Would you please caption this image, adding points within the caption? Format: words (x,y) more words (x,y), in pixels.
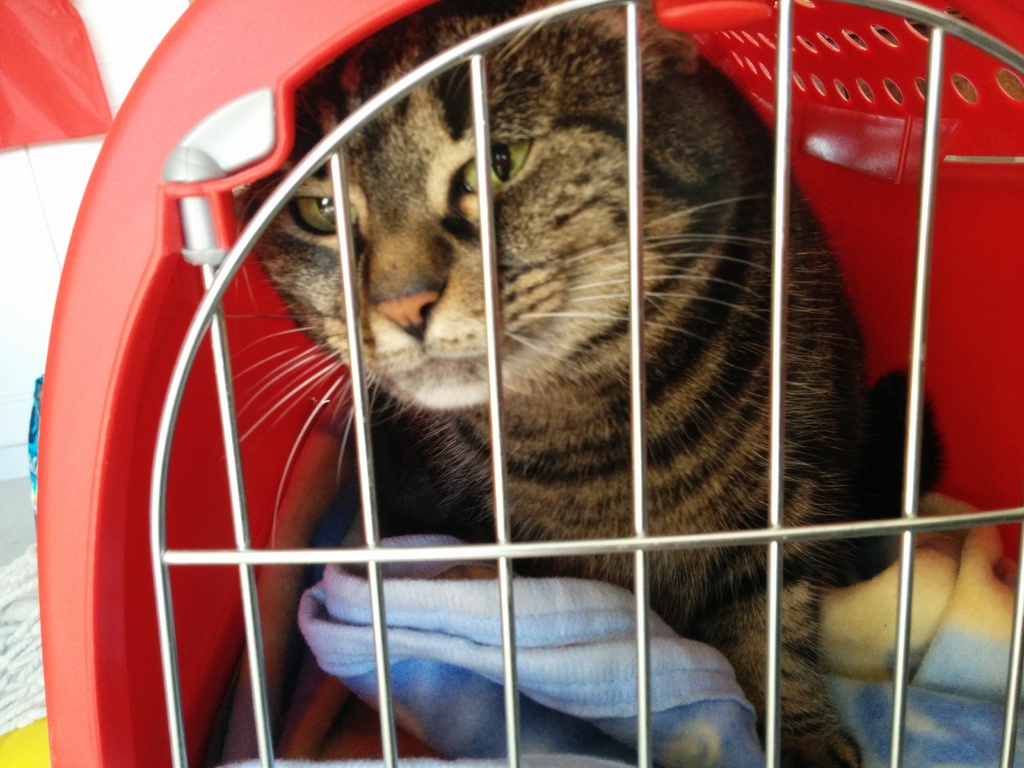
In this image, we can see a cat (602,275) in the pet carrier (813,69).
